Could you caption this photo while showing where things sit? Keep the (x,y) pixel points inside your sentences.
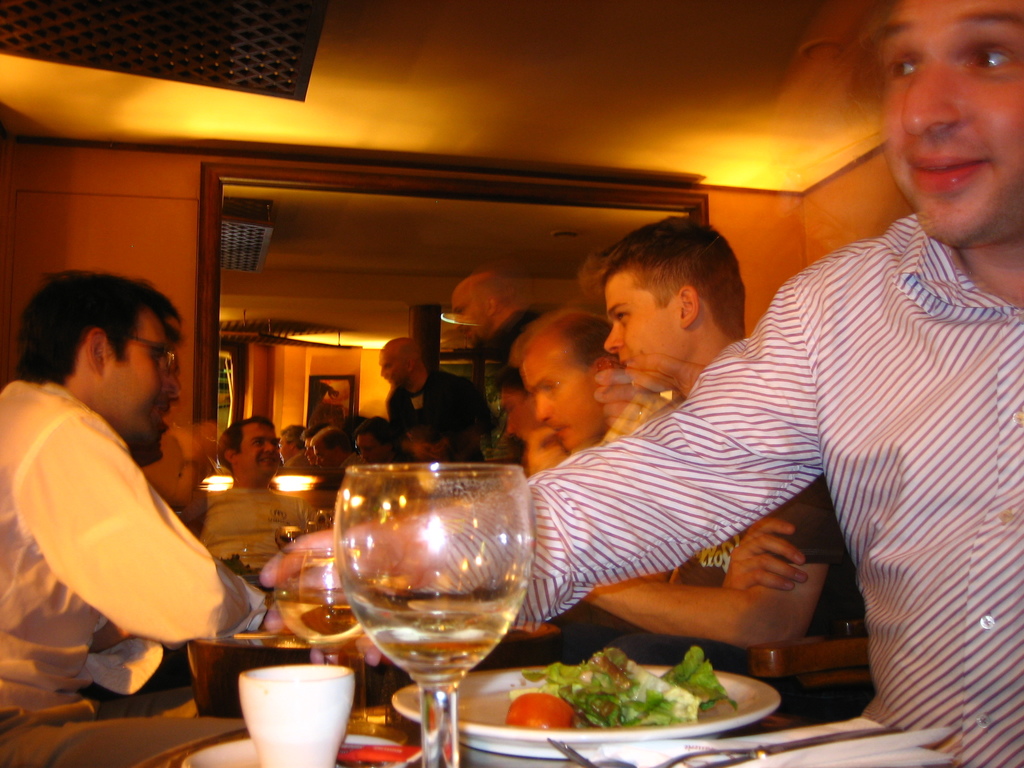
In this picture there are group of people (841,418). In the middle (342,259), there is a mirror (367,314). There is a glass (403,560) on the table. There is a cup (291,716) on the table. There is a plate (606,742) on the table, in which there is a tomato (550,710) and cabbage (653,682). There is a fork (800,743) and tissue paper (846,750) on the table (780,727).
